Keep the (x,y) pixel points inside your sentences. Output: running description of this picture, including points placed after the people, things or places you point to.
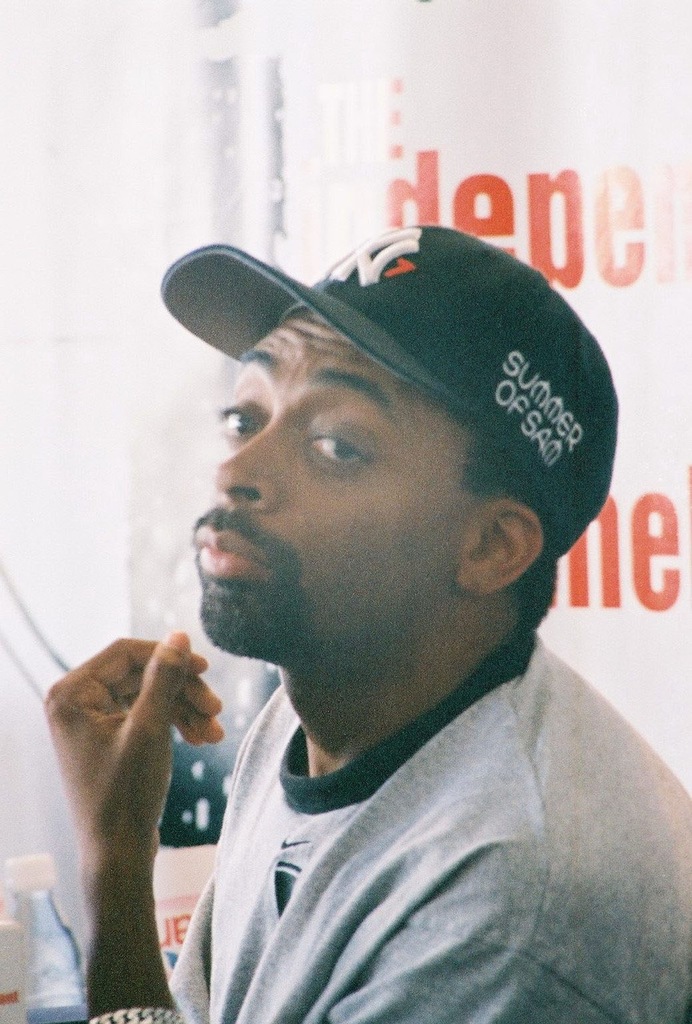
This image is taken indoors. In the background (317,146) there is a poster (633,617) with a text (639,517) on it. On the left side of the image (39,929) there are two bottles (40,979). In the middle of the image (336,504) there is a man (423,907). He has worn a cap (482,356).
